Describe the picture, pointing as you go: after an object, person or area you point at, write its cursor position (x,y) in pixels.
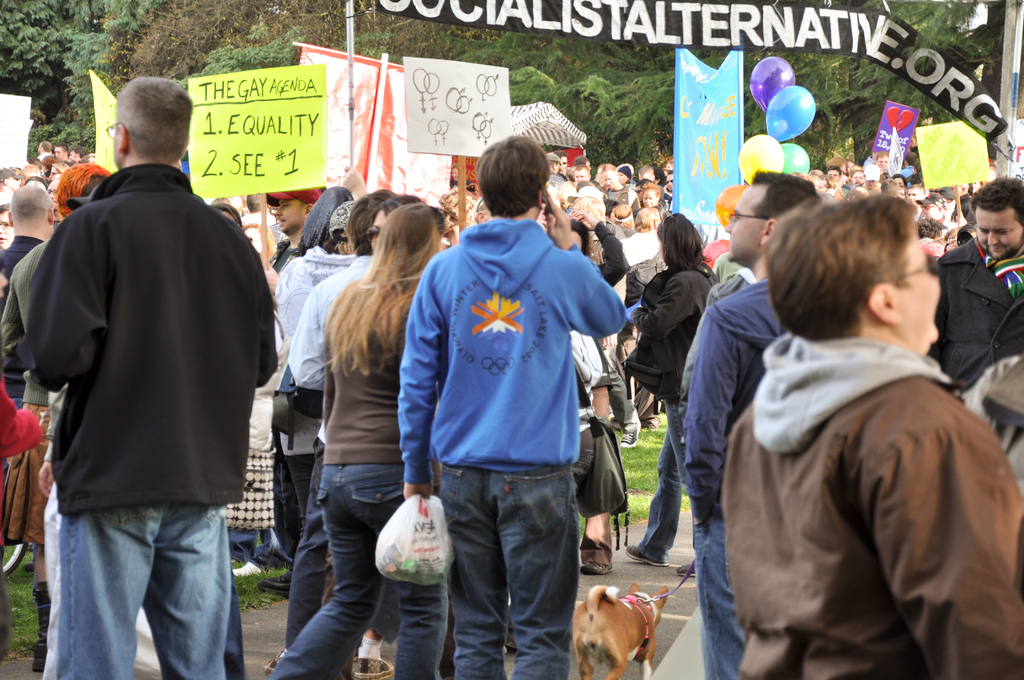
In the image there are many people (844,317) standing on the land (20,621) all over the place, some are holding banners (262,172) and some are holding balloons (741,188), this seems to be a rally, in the background (103,55) there are trees (486,43) all over the image.
